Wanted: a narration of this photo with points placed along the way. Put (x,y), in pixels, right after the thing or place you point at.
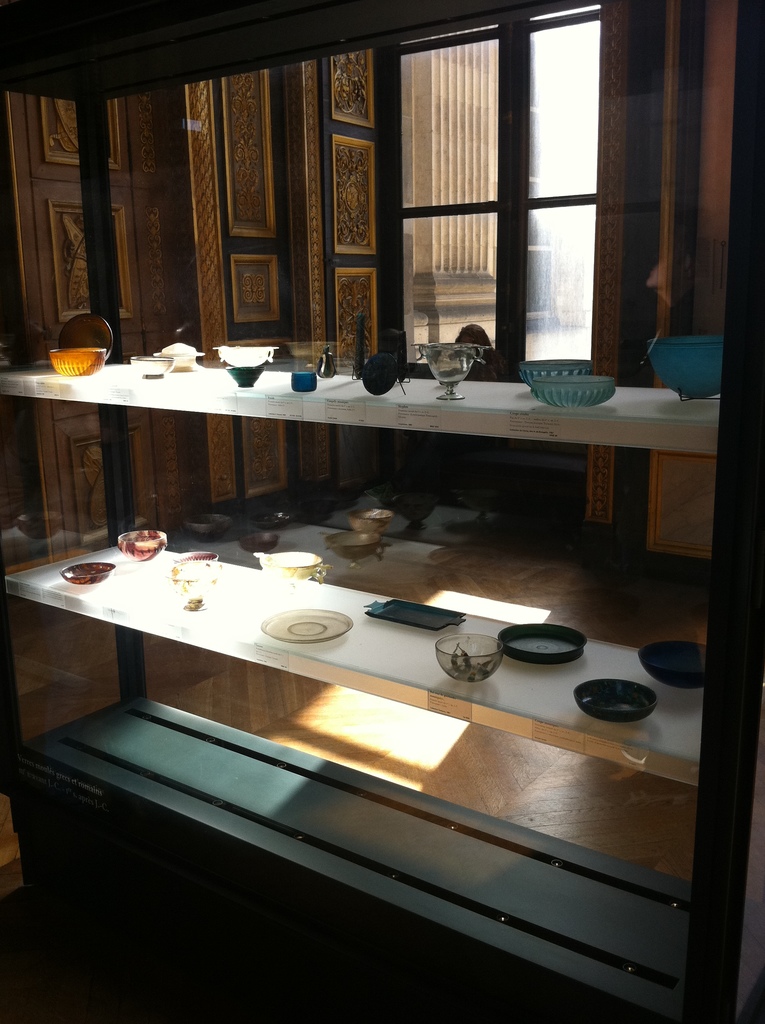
In this Image there are few objects (200,610) made out of glass (193,558) are placed on the shelves (503,403), behind the shelves (221,583) there is a window (409,188).
